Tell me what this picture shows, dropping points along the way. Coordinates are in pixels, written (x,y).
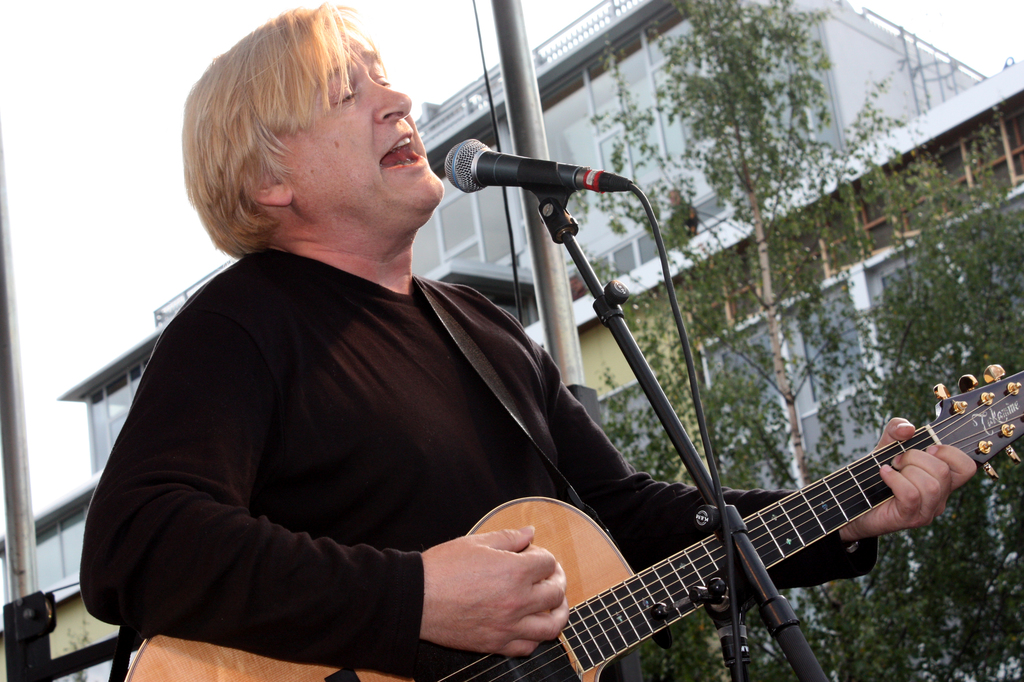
In the center (381,244) we can see a person (410,451) was standing and holding guitar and he is singing. In front there is a microphone (466,160). In the background (82,327) we can see sky (74,128) with clouds (412,13), building (595,125) and trees (720,271).
